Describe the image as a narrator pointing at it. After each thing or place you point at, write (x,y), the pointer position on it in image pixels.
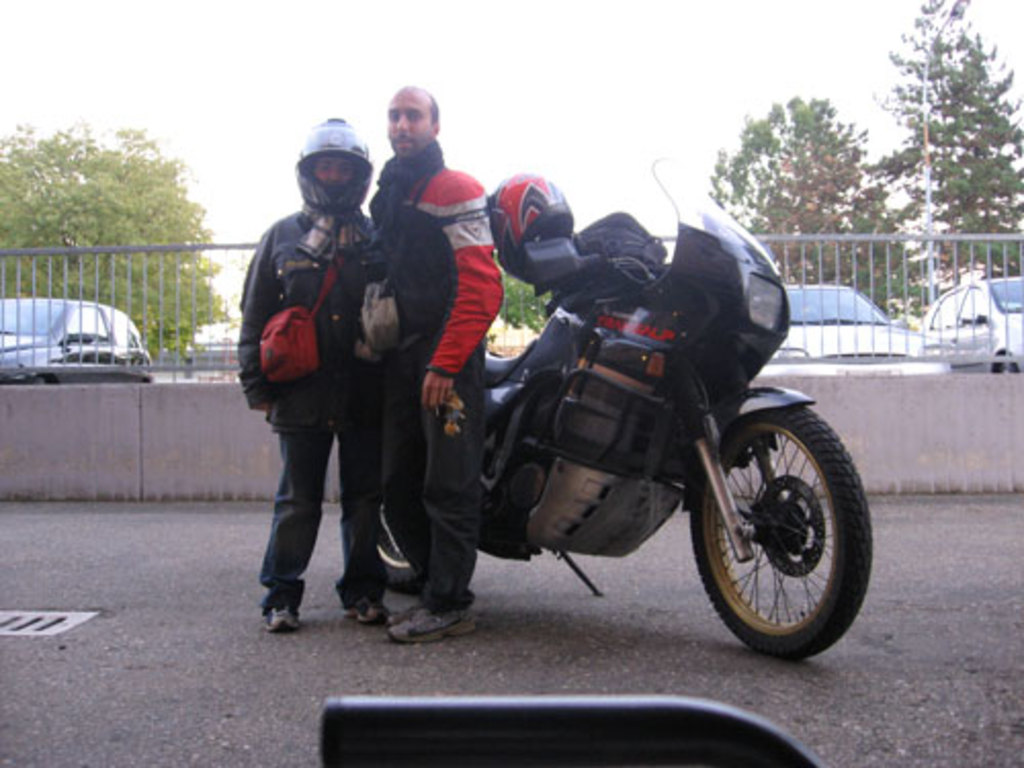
In this image there are people (412,341), vehicles (846,305), railing (50,285), trees (966,131) and sky (608,69). One person (331,193) wore a helmet (319,197) and two people (302,279) wore bags (287,331). On the bike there is a helmet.
